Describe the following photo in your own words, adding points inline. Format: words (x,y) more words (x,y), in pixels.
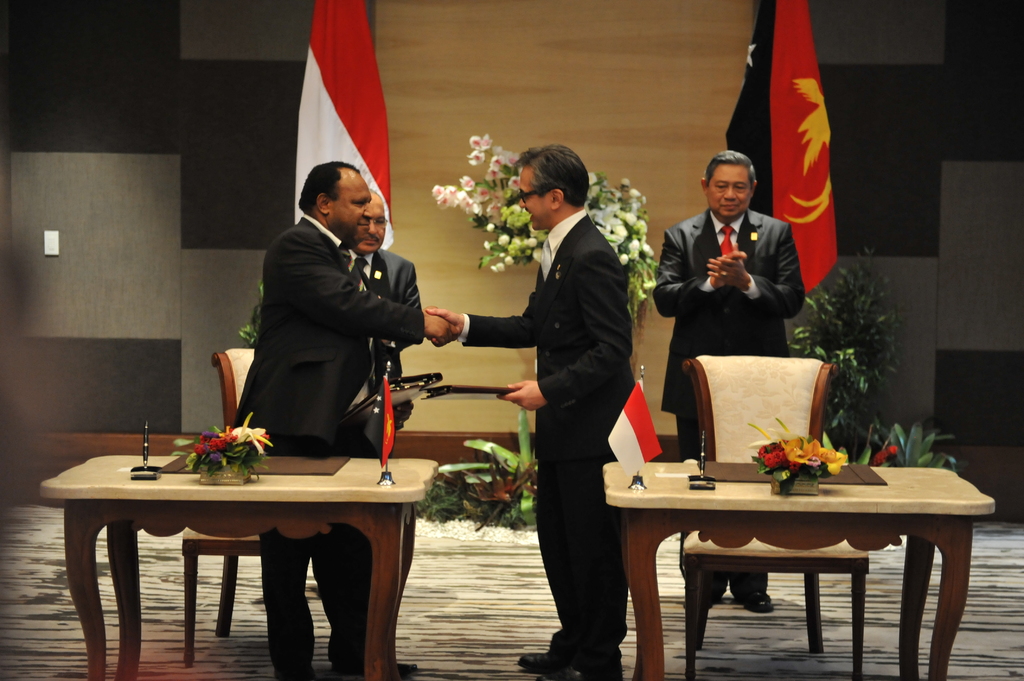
These two people (296,372) are shaking their hands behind them a man (691,240) is standing and there are two flags (323,118).
